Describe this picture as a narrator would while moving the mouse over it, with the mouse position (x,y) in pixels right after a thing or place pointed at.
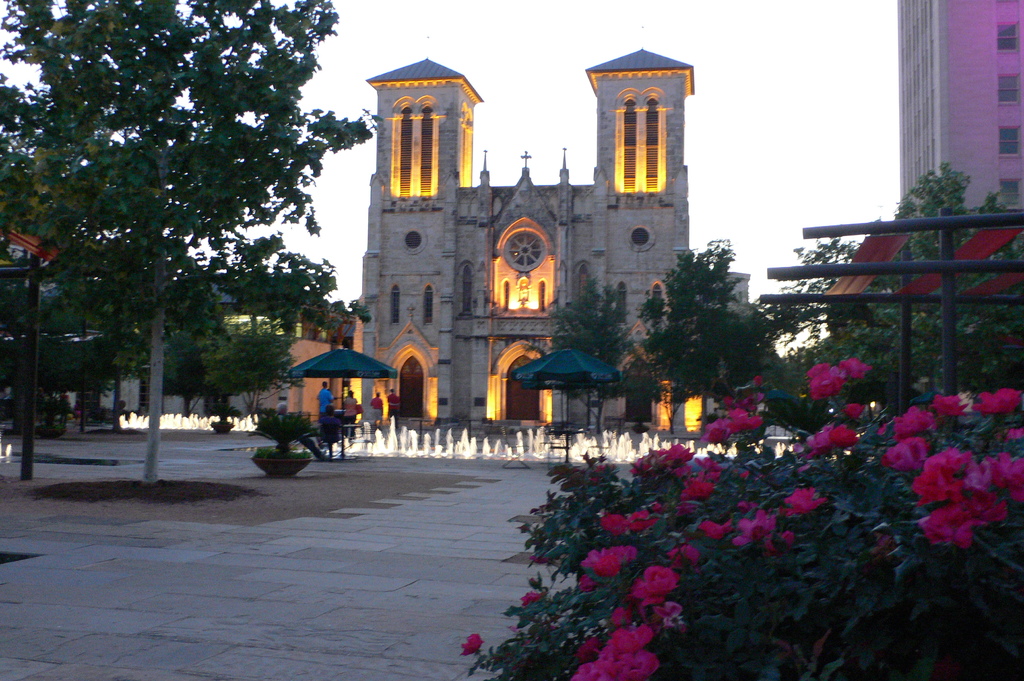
In the center of the image (462,245) there are buildings (511,194). At the bottom (519,455) we can see parasols (580,370) and there is a fountain (461,452). There are trees (150,417). At the top (702,129) there is sky (504,72).
